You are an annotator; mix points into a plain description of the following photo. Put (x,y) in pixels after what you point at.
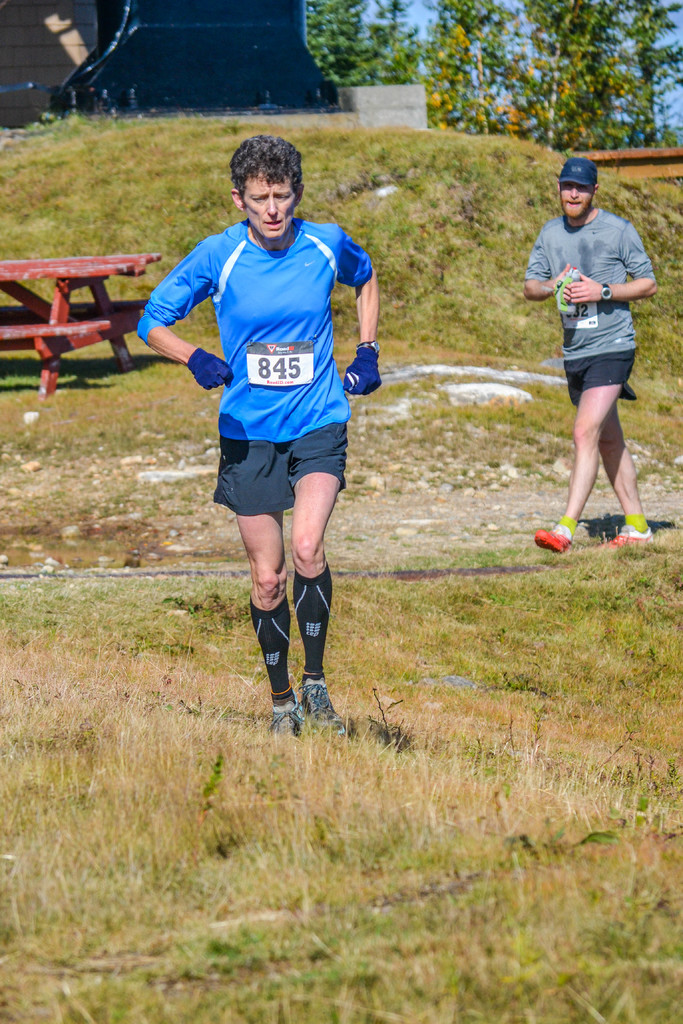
In the middle of this image (332,412), there is a person (309,309) in a blue color t-shirt (315,242), running on the ground (298,663), on which there is grass (247,891). In the background (599,219), there is another person (566,187) in a gray color t-shirt (623,256) walking, there are two benches (77,312) and a table (111,303) arranged, there are trees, blue sky (419,14) and other objects (8,42).
